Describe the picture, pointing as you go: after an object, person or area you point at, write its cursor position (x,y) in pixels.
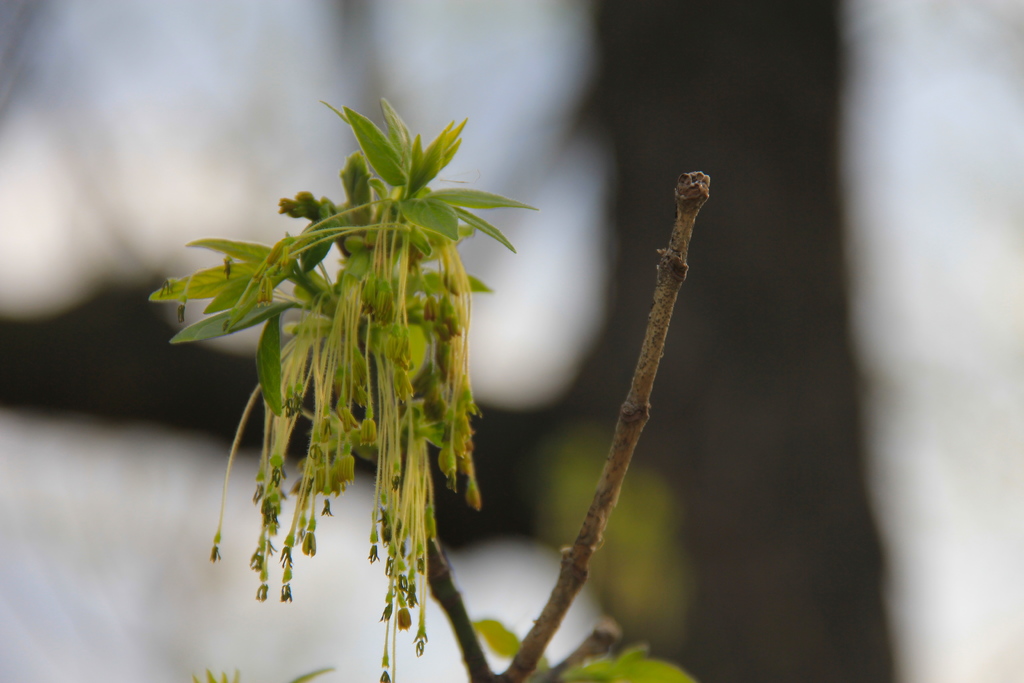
In this image we can see a tree branch (435,588) with flowers (430,531).
